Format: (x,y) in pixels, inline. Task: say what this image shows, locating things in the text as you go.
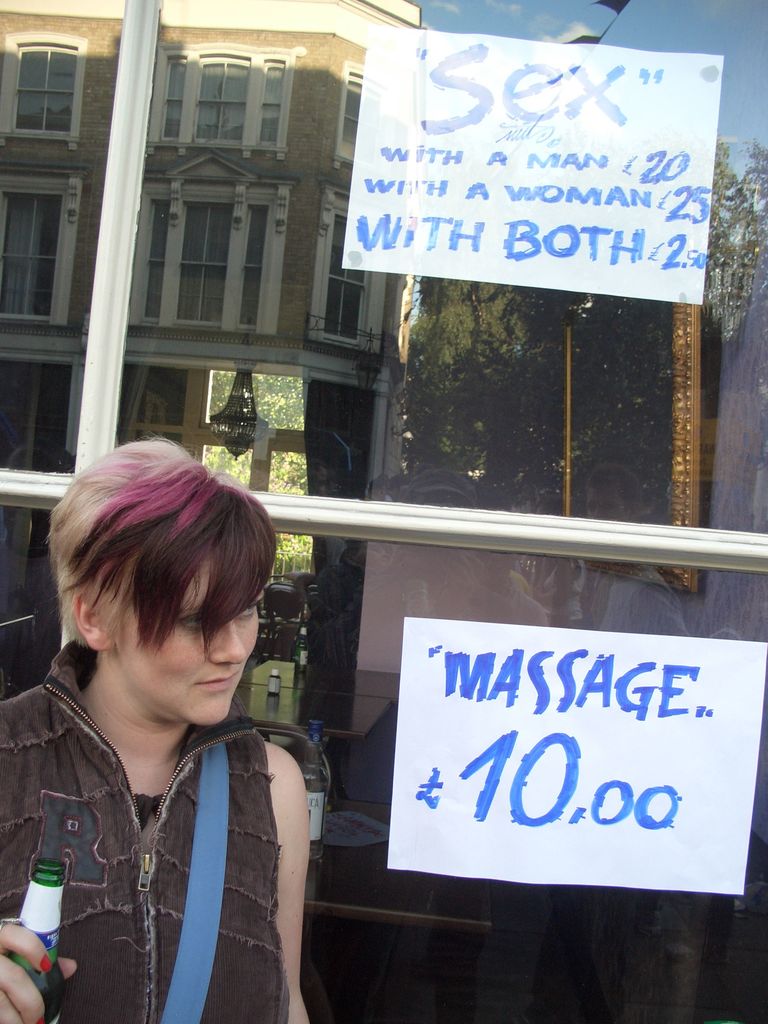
In this image there is a woman (162,737) wearing a jacket (166,900) carrying a backpack (204,882) and holding a bottle (41,905) in her hand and at the backside of the image (353,170) there is a glass door (286,216) and some name boards (548,250).
